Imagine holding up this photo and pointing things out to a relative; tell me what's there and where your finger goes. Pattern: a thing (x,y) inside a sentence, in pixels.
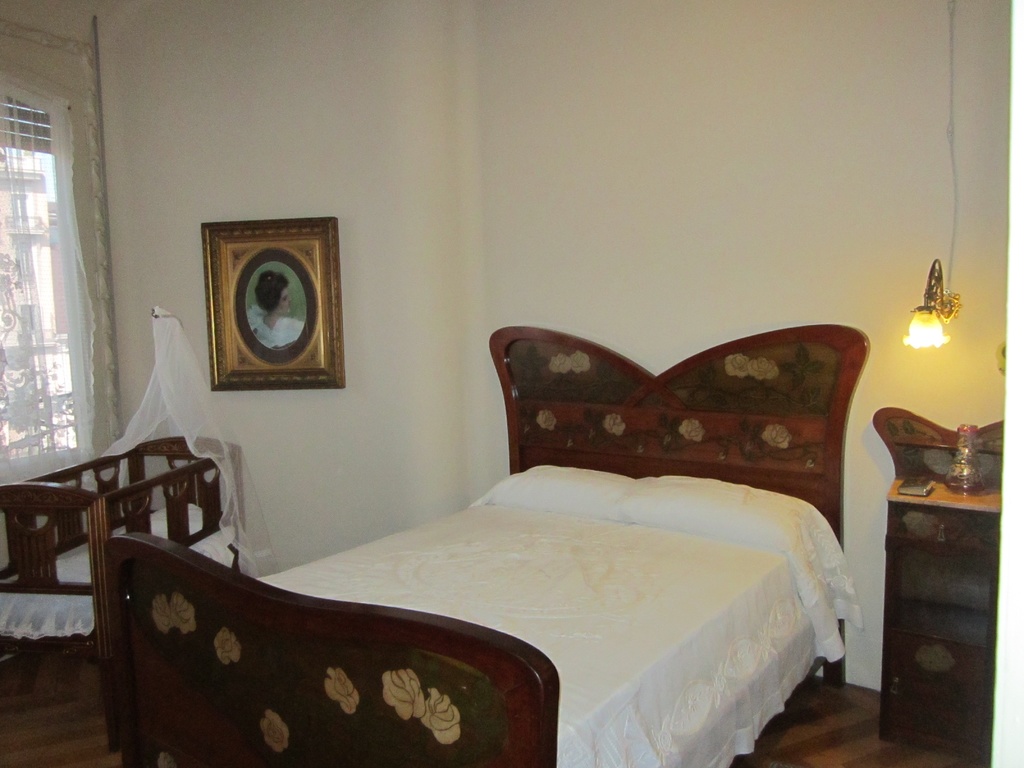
As we can see in the image there is a white color wall (416,229), photo frame (312,306), a bed (561,484) and on the right side (948,323) there is a light (935,336) and table (930,495). On table (912,502) there is a book (913,492).
